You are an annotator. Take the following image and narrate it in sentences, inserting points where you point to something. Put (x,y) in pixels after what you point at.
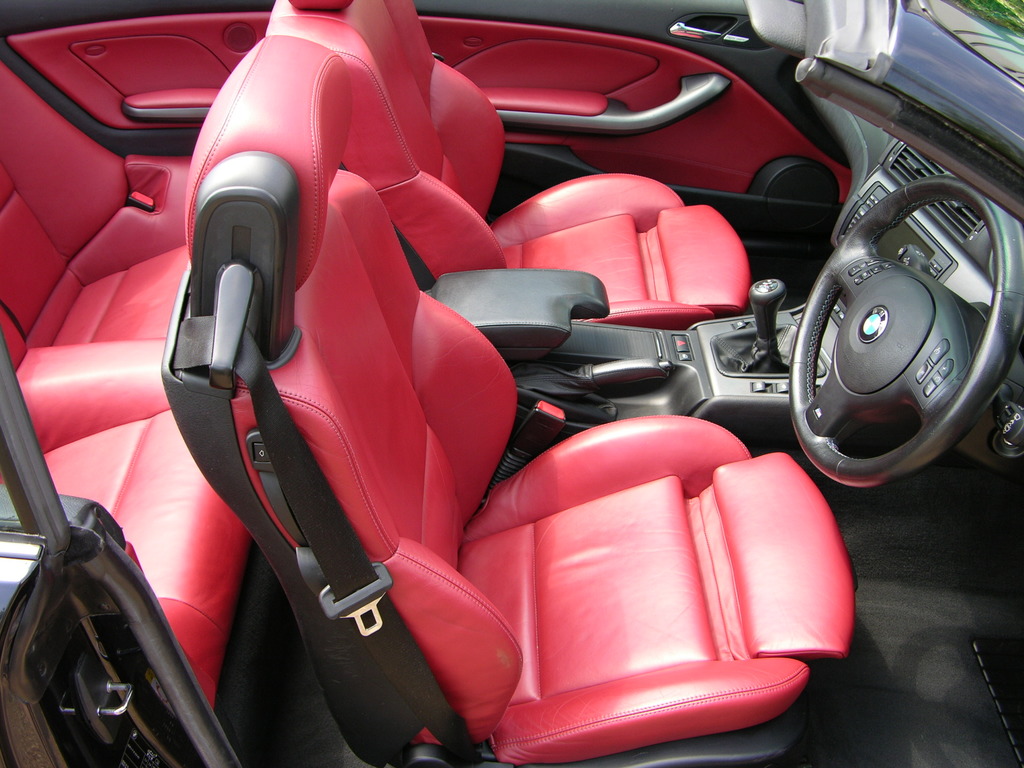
In this image I can see the interior (550,391) of a vehicle (576,352).
